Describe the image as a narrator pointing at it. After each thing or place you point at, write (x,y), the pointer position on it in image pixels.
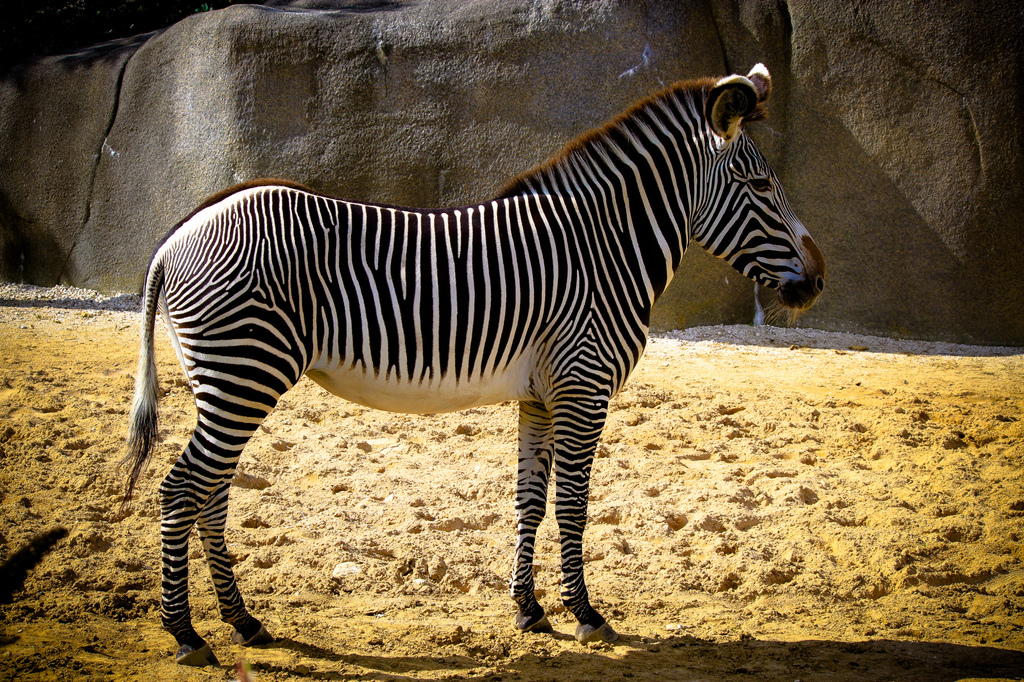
In this image I can see an animal (416,313) which is in black and white color. It is on the ground (381,521). In the background (434,52) I can see the rock (394,63).
